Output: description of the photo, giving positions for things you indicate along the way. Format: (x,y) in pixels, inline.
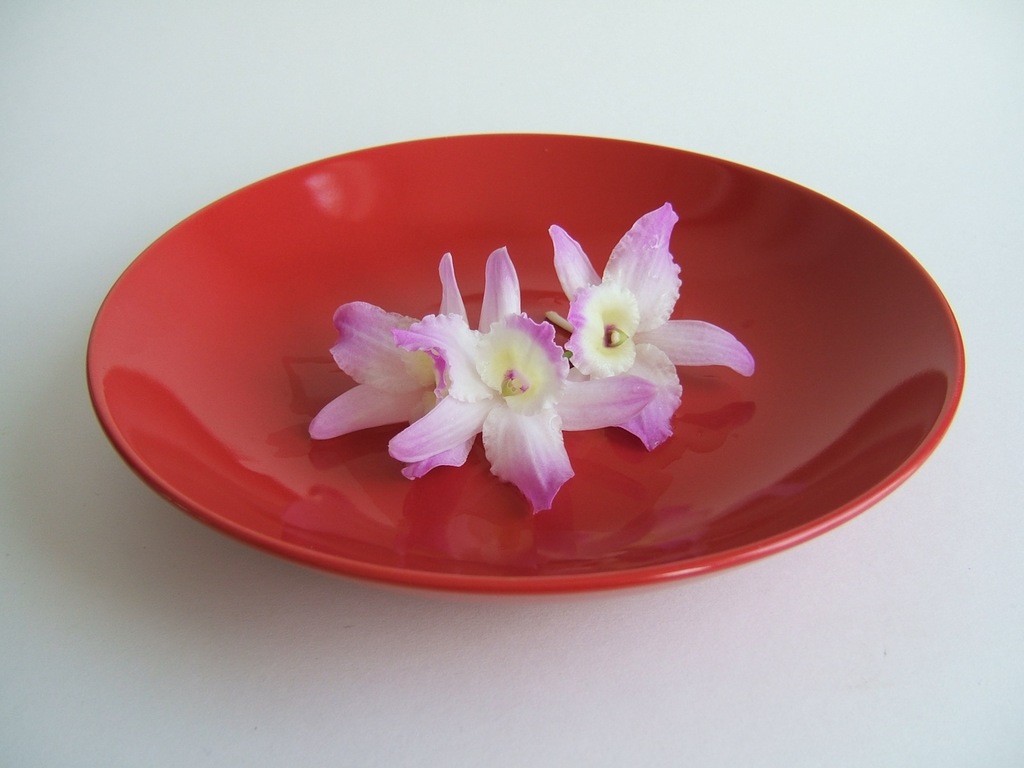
In this image there are flowers (520,376) which are on the plate (801,430) which is red in colour.
